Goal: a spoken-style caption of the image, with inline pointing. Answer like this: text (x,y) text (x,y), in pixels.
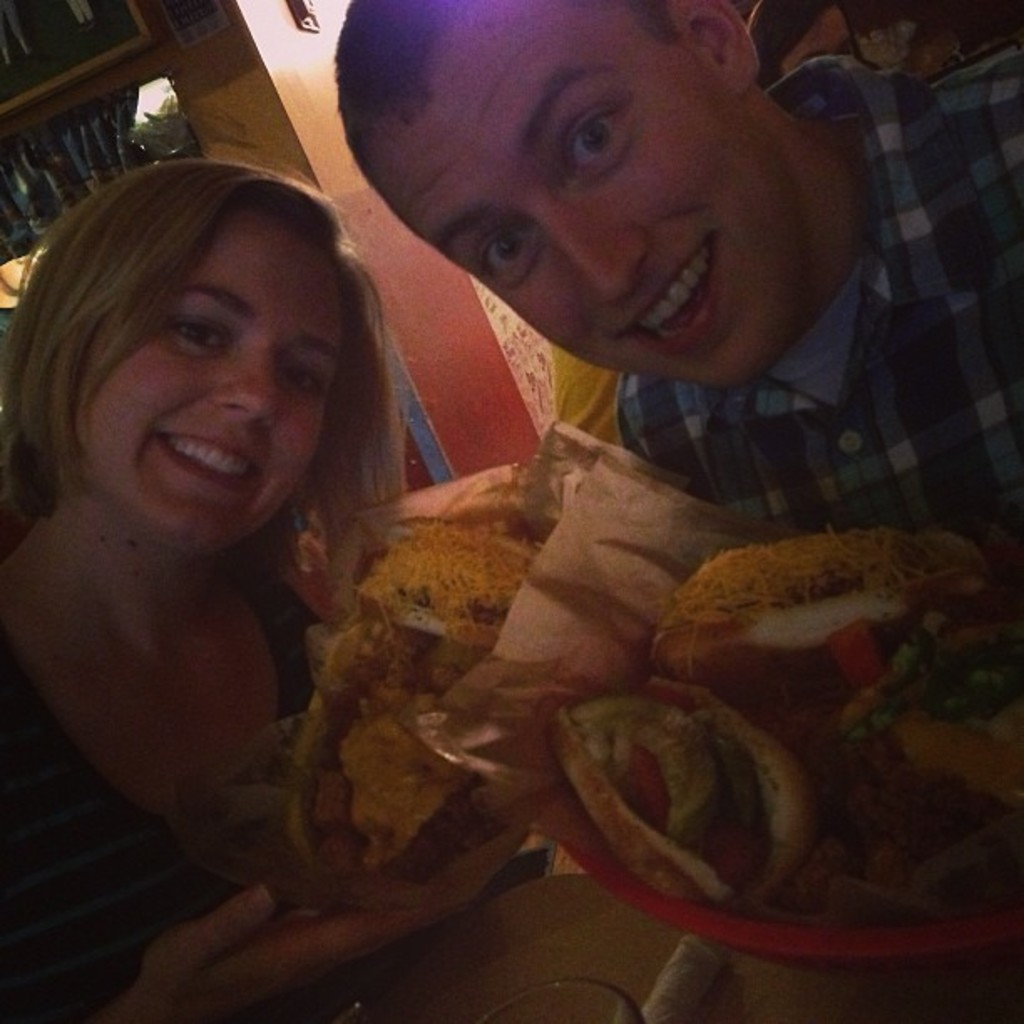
In the image there are two people (613,361) in the front (633,327) posing for the photo by holding some food items (439,798) with their hands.
